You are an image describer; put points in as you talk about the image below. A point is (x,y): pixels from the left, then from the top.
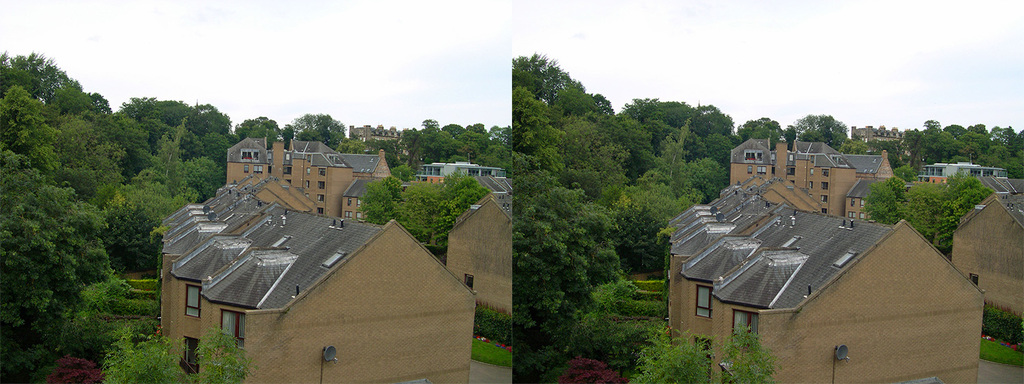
In this image I can see number of buildings (209,222), trees (162,234). In the background (630,66) I can see clear view of sky (641,52).
